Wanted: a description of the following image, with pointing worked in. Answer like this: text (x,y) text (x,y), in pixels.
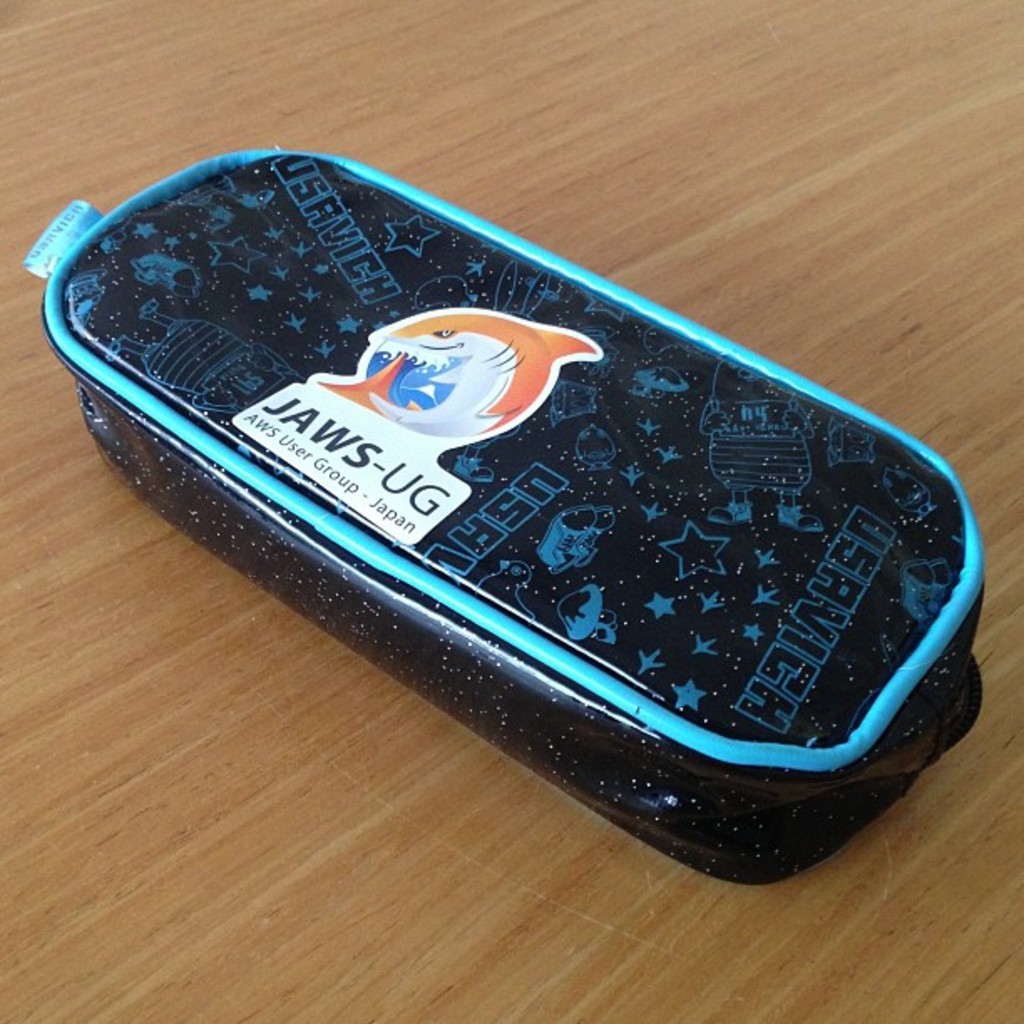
In this image we can see a black color object (327,431) is kept on a wooden floor (116,740).
